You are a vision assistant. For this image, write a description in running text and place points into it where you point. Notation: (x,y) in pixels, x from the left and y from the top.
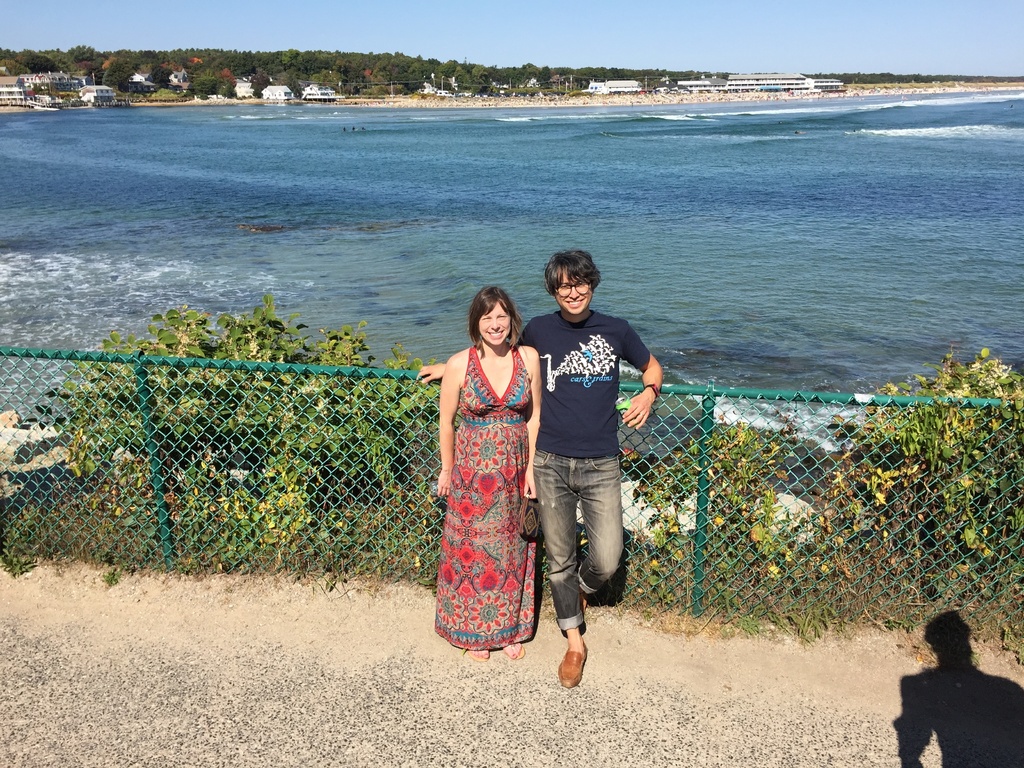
In the middle (558,508) a man (597,272) is standing, he wore a blue color t-shirt (577,393). Beside him a beautiful girl (512,338) is smiling, she wore a red color dress (490,452). Behind them there is an iron gate (313,464) and trees (327,361). This is water (405,233).
